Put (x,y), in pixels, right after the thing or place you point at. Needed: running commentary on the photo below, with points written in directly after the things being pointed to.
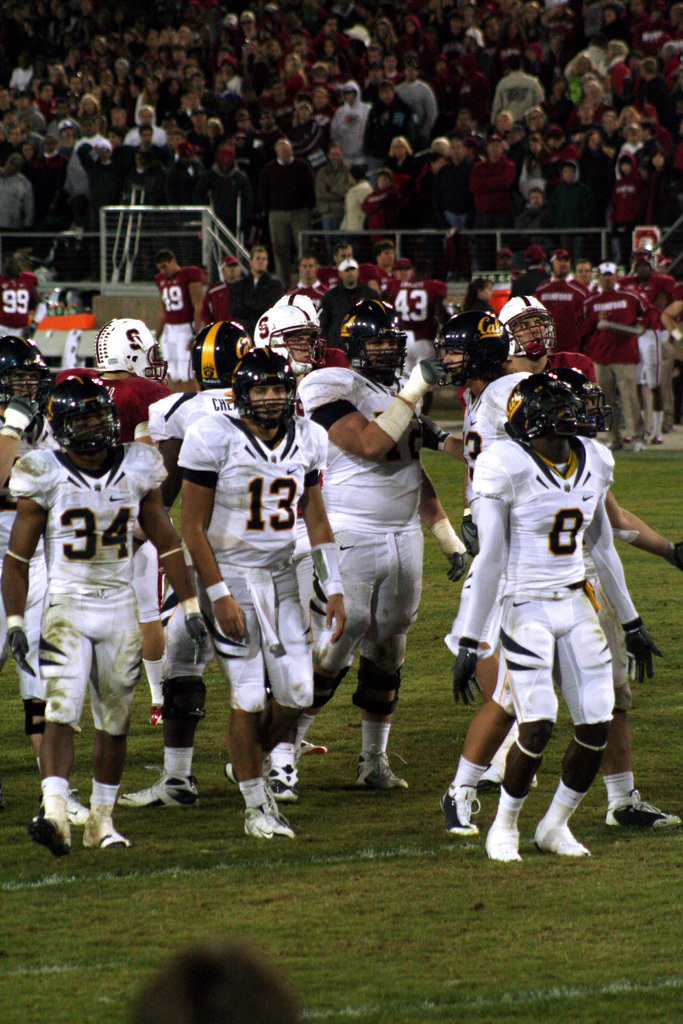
In the foreground of this image (275,494), there are persons (335,493) wearing helmets (127,364) and standing on the grass (324,893). In the background (442,277), there are persons (27,290) standing, railing (497,235) and the crowd (446,141) standing.
